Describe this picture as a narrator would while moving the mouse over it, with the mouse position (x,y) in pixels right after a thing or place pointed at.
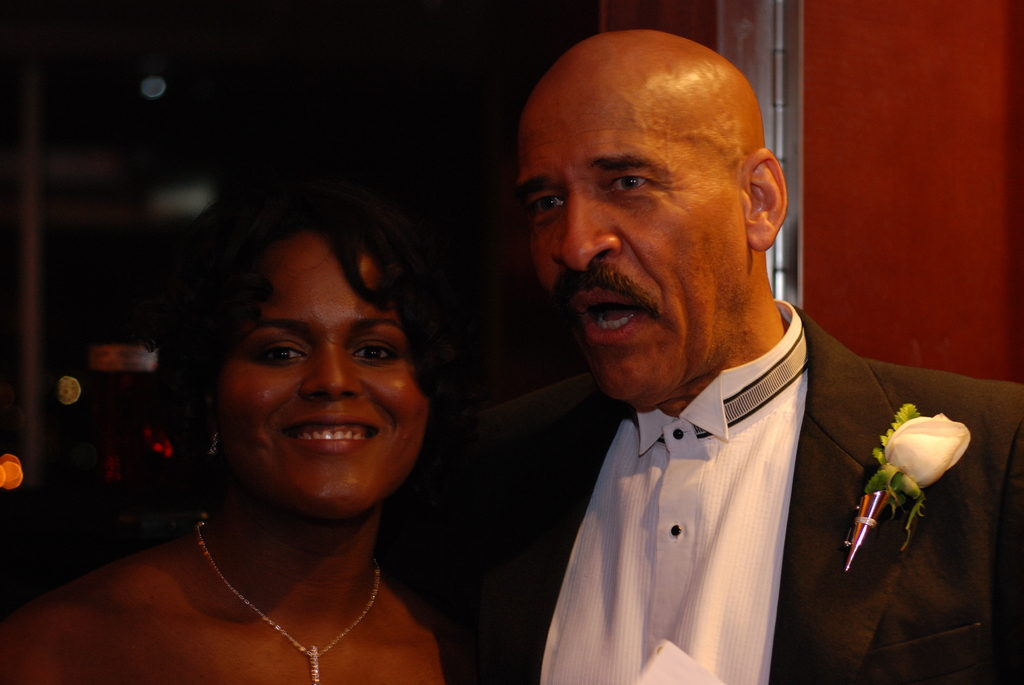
As we can see in the image there is red color wall (885,276) and two people (517,484) standing in the front (435,372). The man (590,385) standing on the right side (729,375) is wearing white color shirt (690,546) and black color jacket (867,601). The background (478,39) is dark.
